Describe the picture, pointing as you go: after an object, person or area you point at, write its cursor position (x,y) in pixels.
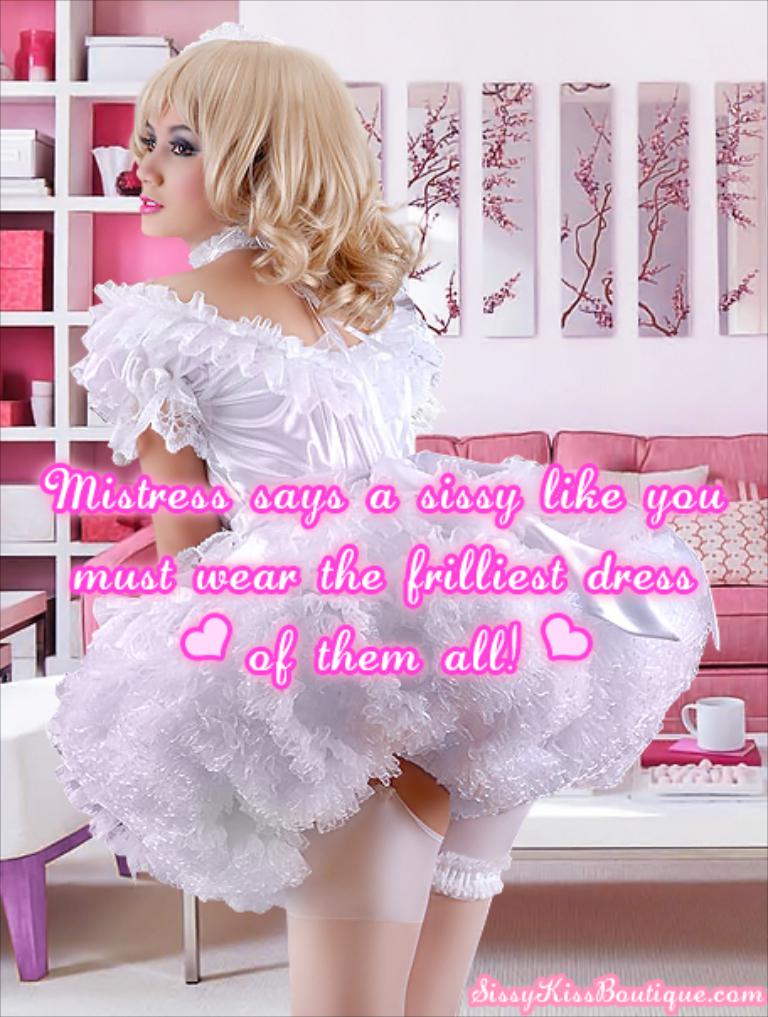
In this image in the center (261,635) there is one women (295,622) who is standing and in the background (616,458) there is a couch pillows (599,455), and on the left side (62,199) there is one cupboard (59,127). In that cupboard (45,131) there are some boxes (133,66) and some other items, at the bottom (69,951) there is a floor (658,928). On the floor (601,926) there are some tables (695,827), on the table (660,816) there is a cup (714,747) and some boards (705,773) and on the wall (705,235) there are some photo frames (674,305). And in the center of the image (482,664) there is some text (561,658).
